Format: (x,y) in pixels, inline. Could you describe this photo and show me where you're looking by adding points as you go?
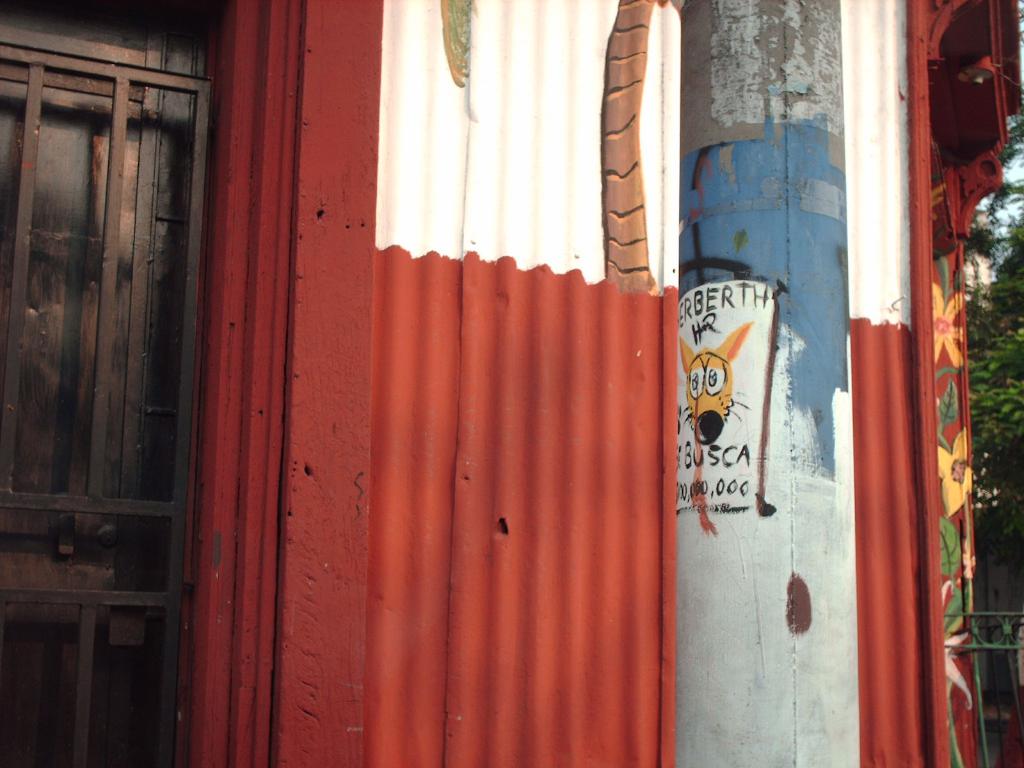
In this image we can see pole (725,382), wall (627,370), door (49,235), tree (998,354) and sky (1002,225).
